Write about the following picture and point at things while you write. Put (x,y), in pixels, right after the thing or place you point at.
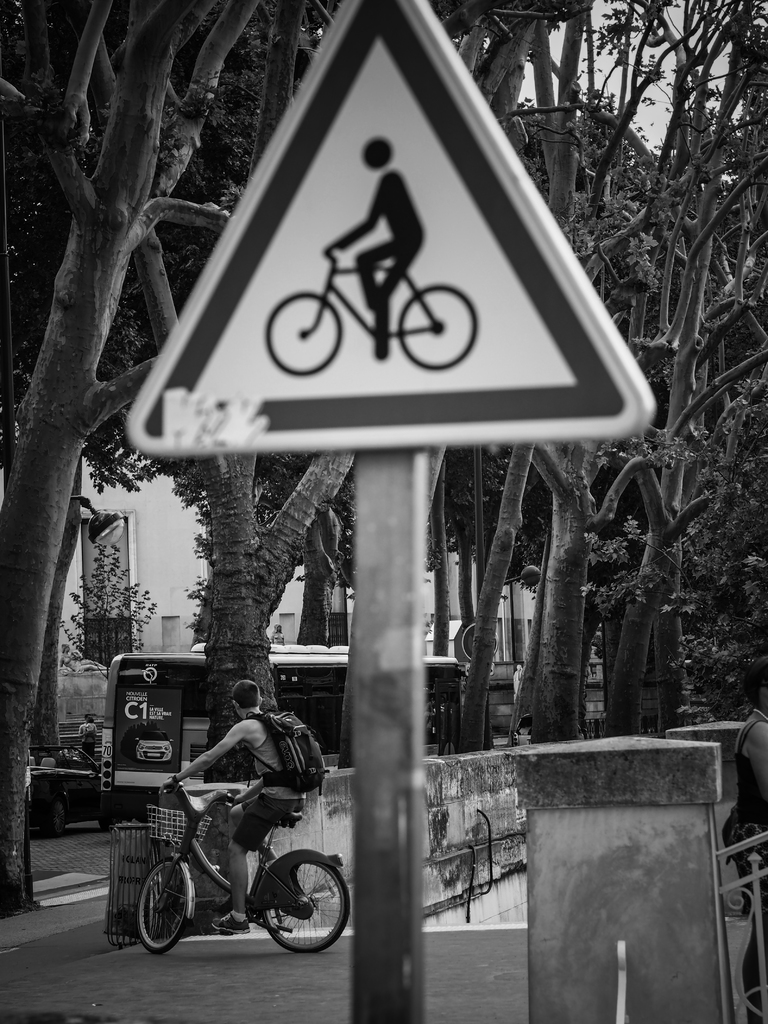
In this image there is a sign board (492,420) in the center (503,360), on the sign board (350,129) there is print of person (415,226) riding a bicycle (369,288). In the left bottom (252,819) there is a man (210,756) riding a bicycle (280,916) and carrying a bag (321,774). Before him there is a bus (124,752) and a vehicle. Towards the right corner (760,670) there is a person (767,664). In the background (627,284) there are some trees (218,220).
